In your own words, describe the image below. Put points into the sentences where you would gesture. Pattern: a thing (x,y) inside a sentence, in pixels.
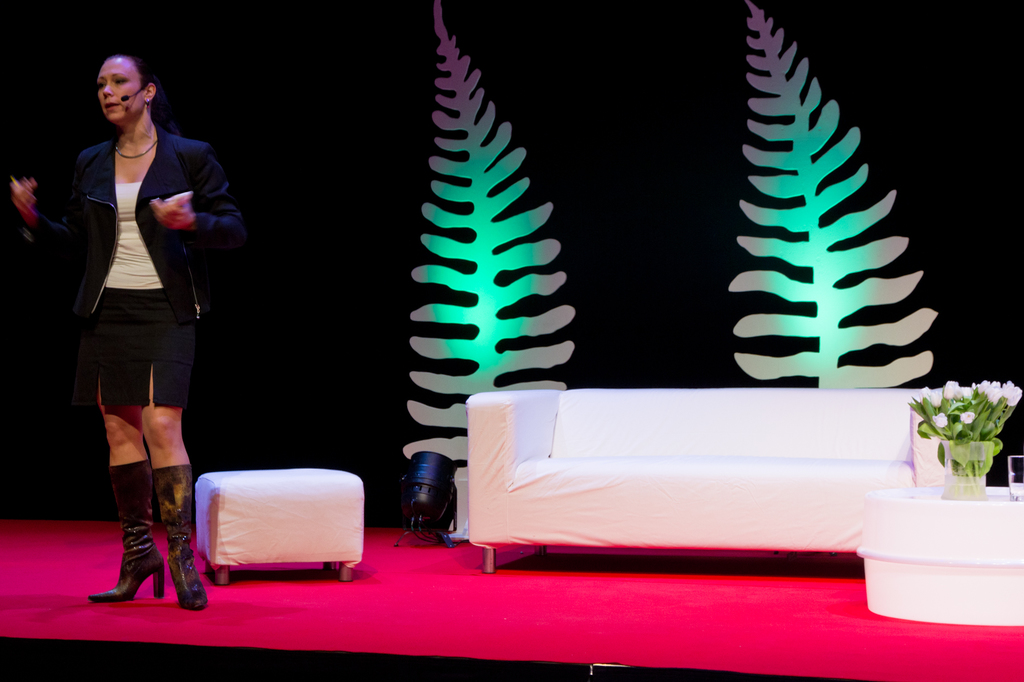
A woman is standing at the left side of the image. Beside there is a table (226,475). Middle of the image (480,399) there is a sofa (886,459). Right side (980,496) there is a flower vase (956,496). There is a light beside the sofa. At the back side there is a design (895,332) to the wall (340,185).
